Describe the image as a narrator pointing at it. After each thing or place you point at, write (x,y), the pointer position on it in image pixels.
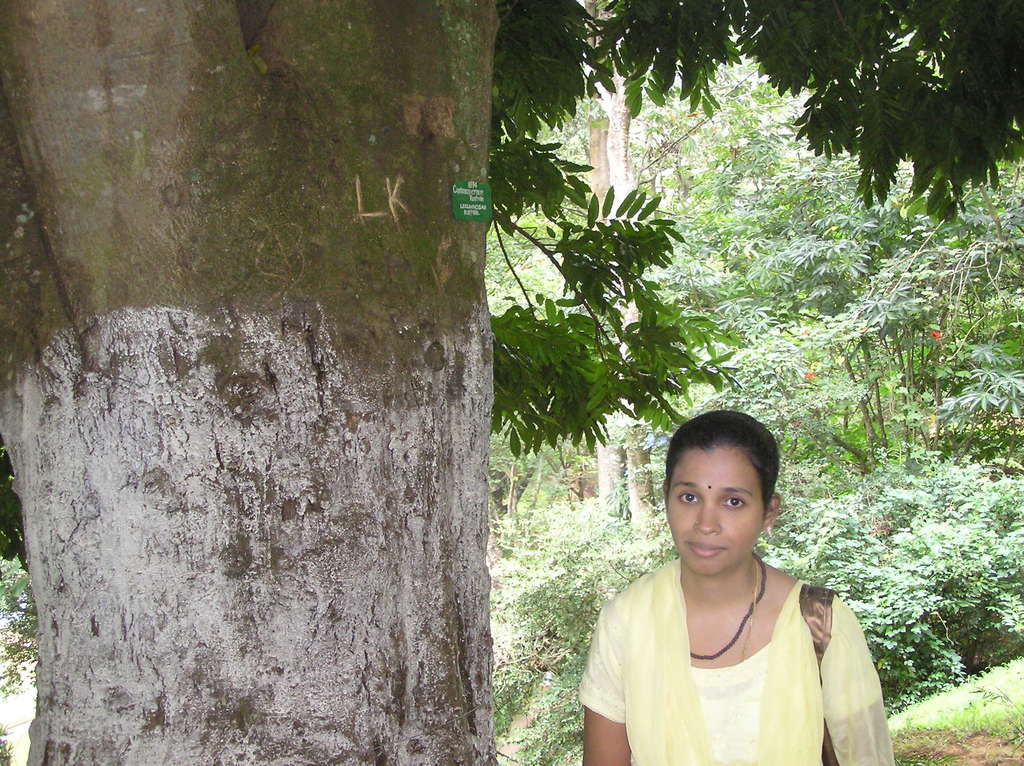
There are many trees (485,547) in the image. A lady (763,629) is standing and carrying an object (808,625).
